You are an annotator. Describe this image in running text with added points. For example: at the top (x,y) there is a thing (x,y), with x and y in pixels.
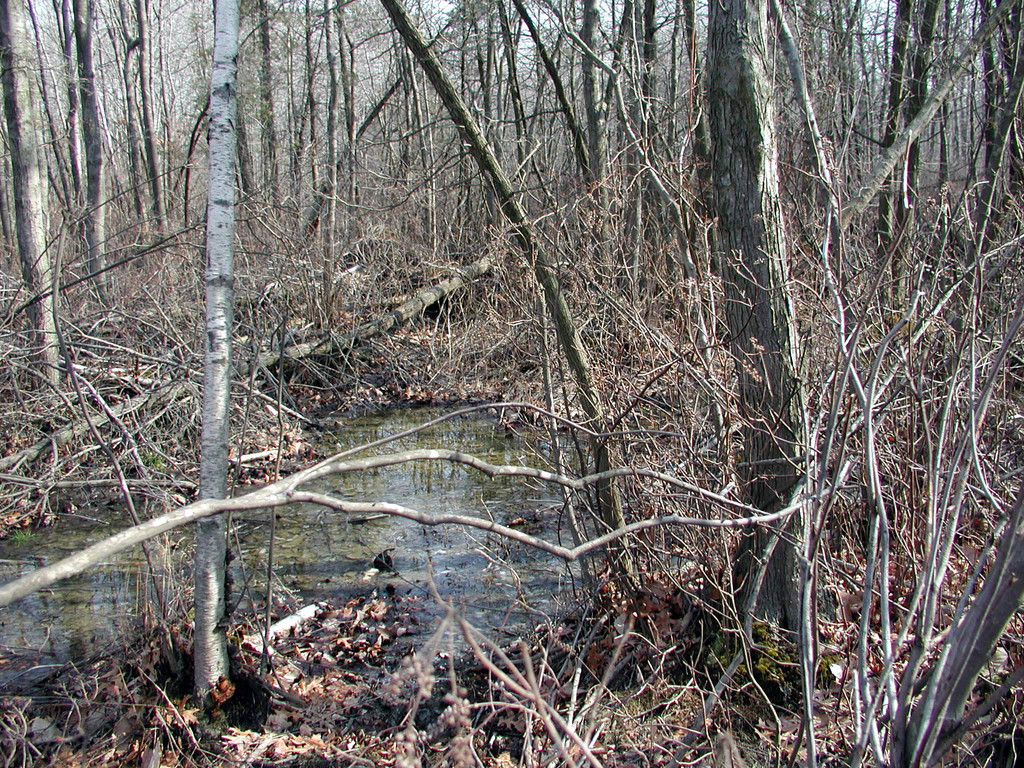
In this image I can see water (279,571) and number of trees (490,226).
